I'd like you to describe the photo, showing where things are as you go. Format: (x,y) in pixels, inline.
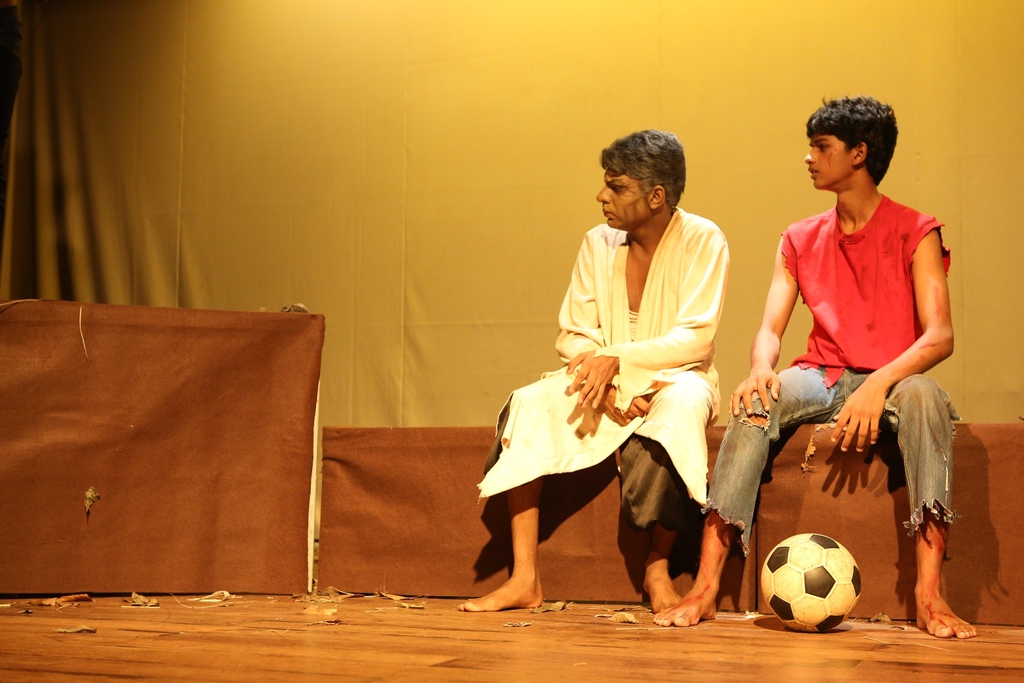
The picture is taken during a stage performance, on the stage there are benches (338,454) and two men (791,264) sitting on them. In the foreground of the stage (308,681) there is a football (789,553). At the top (250,62) there is a curtain (490,113).
